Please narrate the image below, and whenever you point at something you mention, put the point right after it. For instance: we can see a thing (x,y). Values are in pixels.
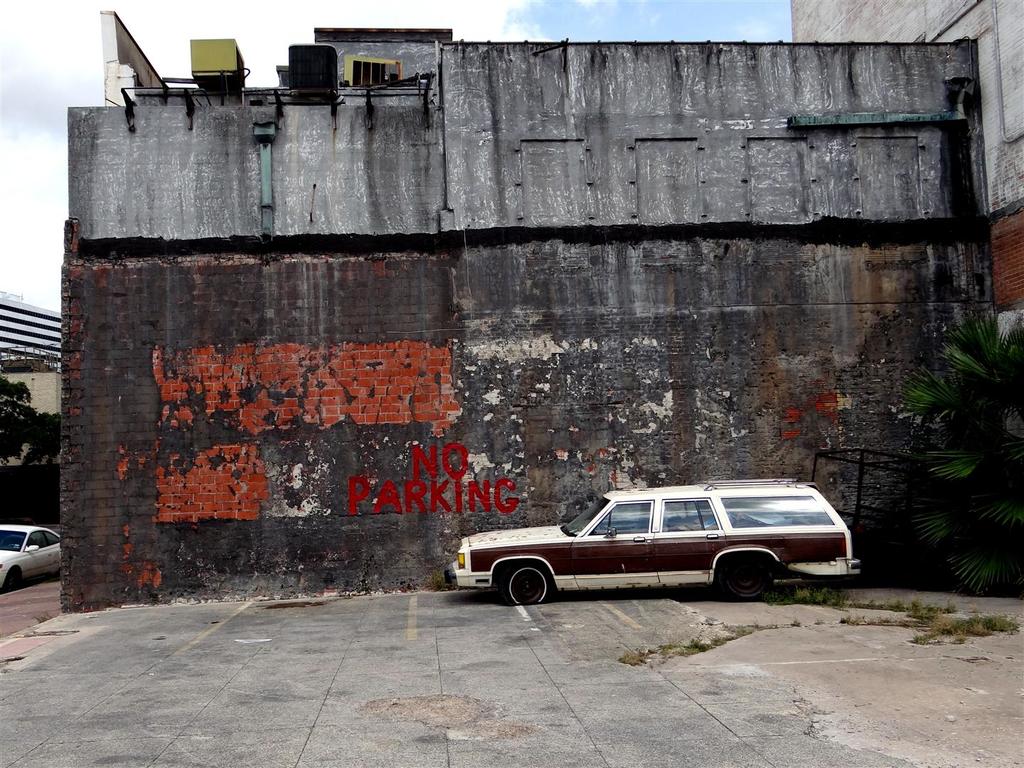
In this image we can see there is a wall (691,351) with stand (277,98) and there are boxes (325,73). At the bottom (603,544) there are vehicles (43,542) on the ground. And there is a building (36,342), tree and the sky (44,252).
